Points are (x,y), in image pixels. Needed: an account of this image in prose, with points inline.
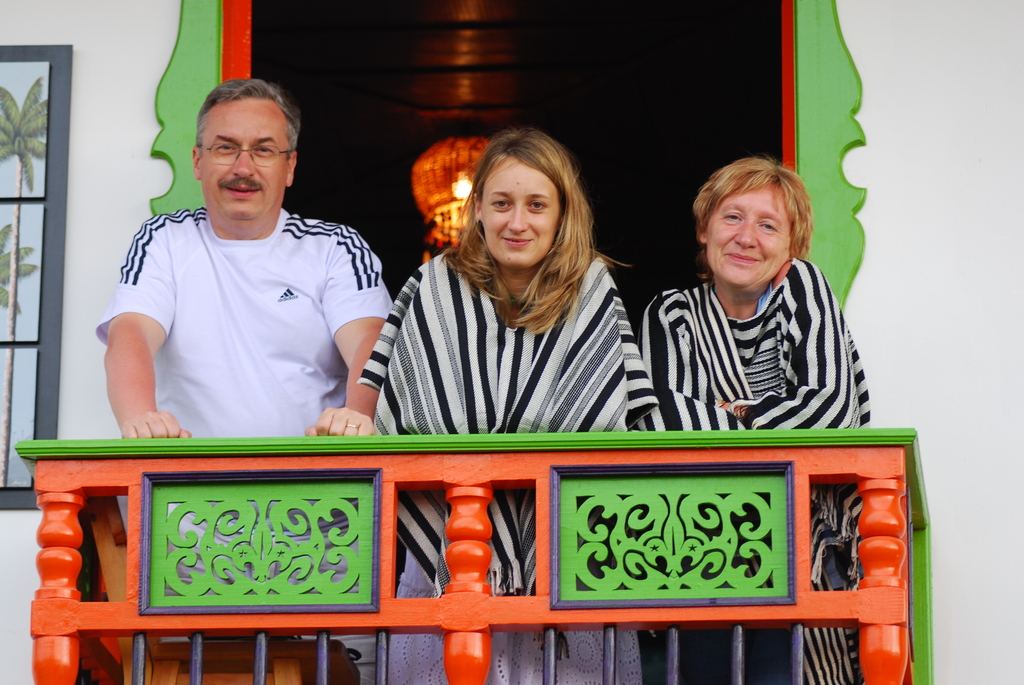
There is a person (208,123) in white color t-shirt (238,260), standing on the floor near wooden chair (121,568), fencing (156,514) and other two women (380,411) who are standing and smiling. In the background (438,219), there is a light (426,211) which is attached to the roof (434,73), there are tiles (33,374) attached to the white wall (77,135) of the building (912,317).
